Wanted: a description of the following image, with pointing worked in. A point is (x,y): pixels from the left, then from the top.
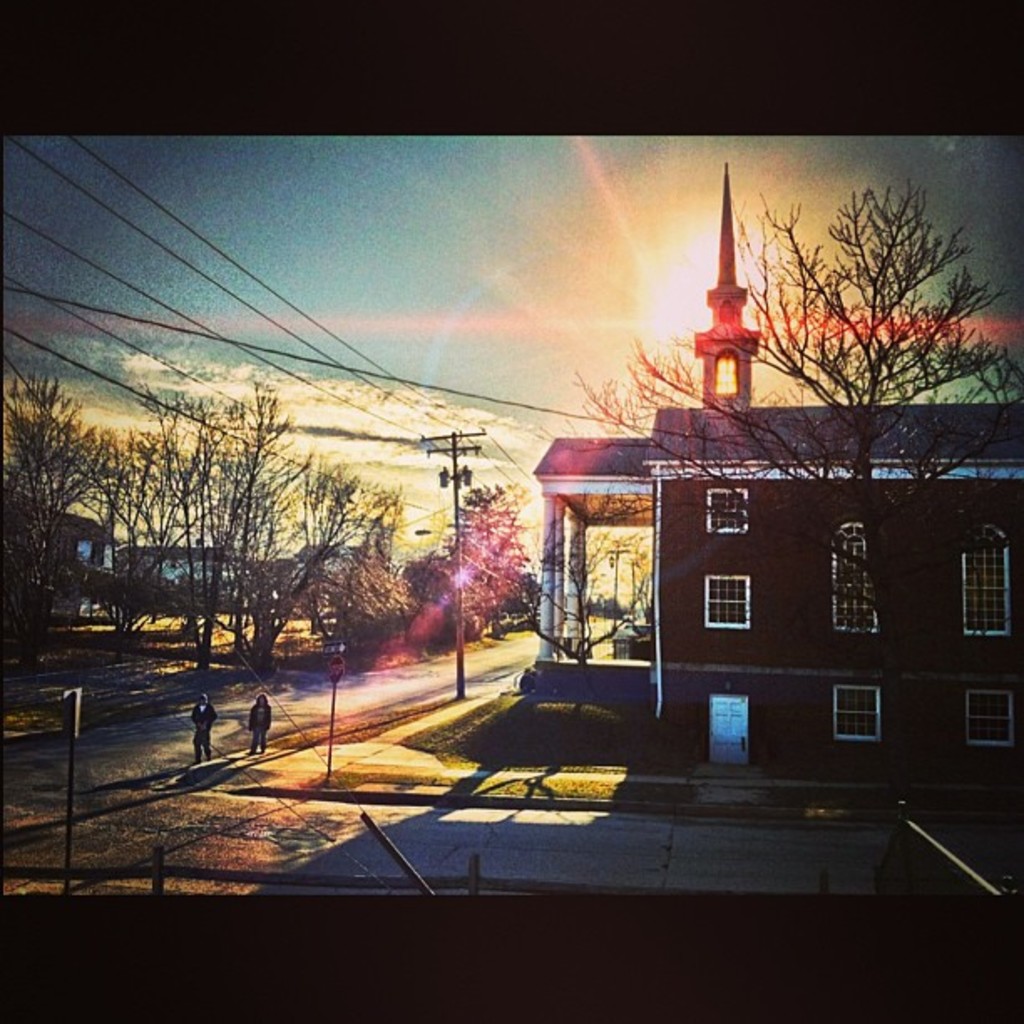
In this image, we can see some trees (845,312). There is a roof house (826,529) on the right side of the image (753,564). There are two persons (251,719) walking on the road (147,741). There are poles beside the road (438,681). There is a sky (381,455) at the top of the image (460,195).
